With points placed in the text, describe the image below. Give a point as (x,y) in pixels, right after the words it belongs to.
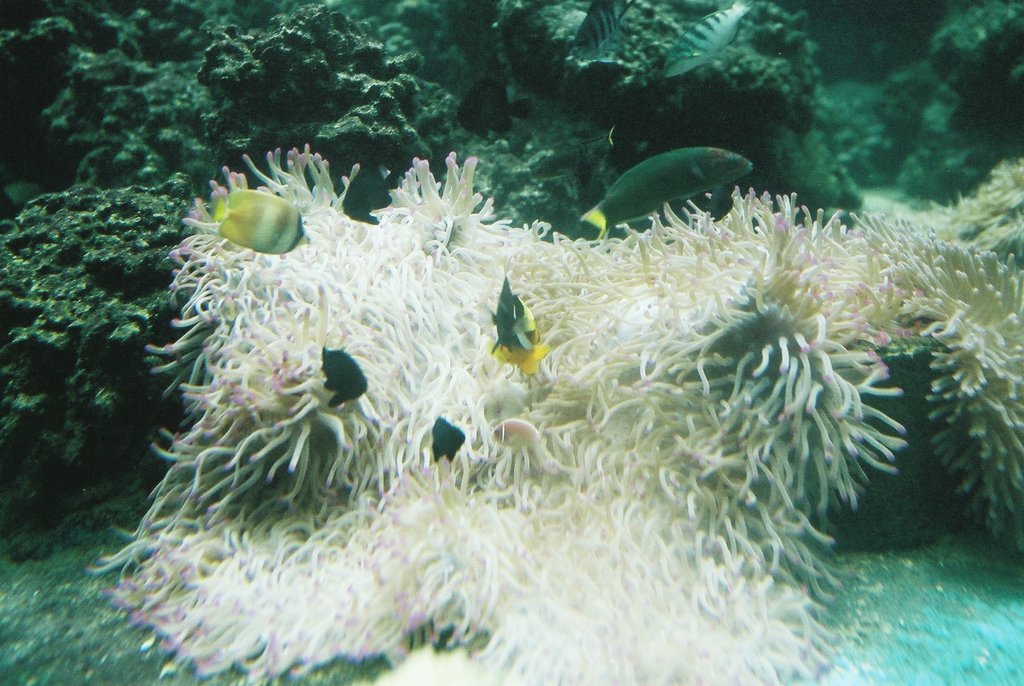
It is the picture of some creature (367,337) and fishes (697,28) that are surviving inside the water (507,92).
